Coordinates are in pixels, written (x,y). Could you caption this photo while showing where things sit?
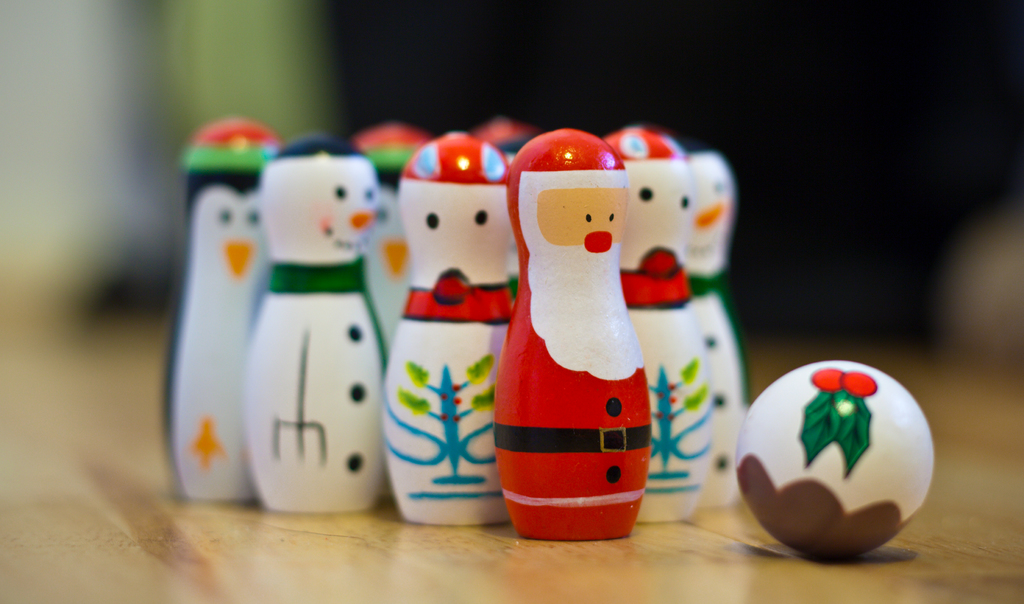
In this picture I can see a small pins (604,252) which is kept on the table (464,549). On the right (811,533) there is a ball (924,429) near to the pins (737,432). In the background (867,130) I can see the blur image.
